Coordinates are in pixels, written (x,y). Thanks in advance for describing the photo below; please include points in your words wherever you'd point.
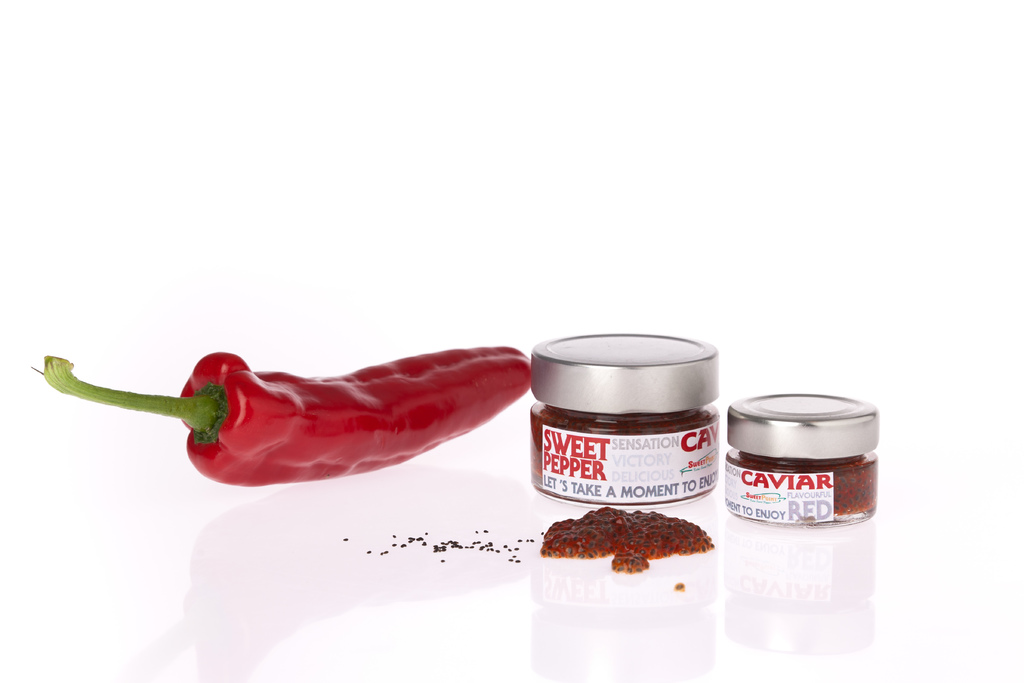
In the picture I can see the food containers (603,401) and red chili (387,429).
